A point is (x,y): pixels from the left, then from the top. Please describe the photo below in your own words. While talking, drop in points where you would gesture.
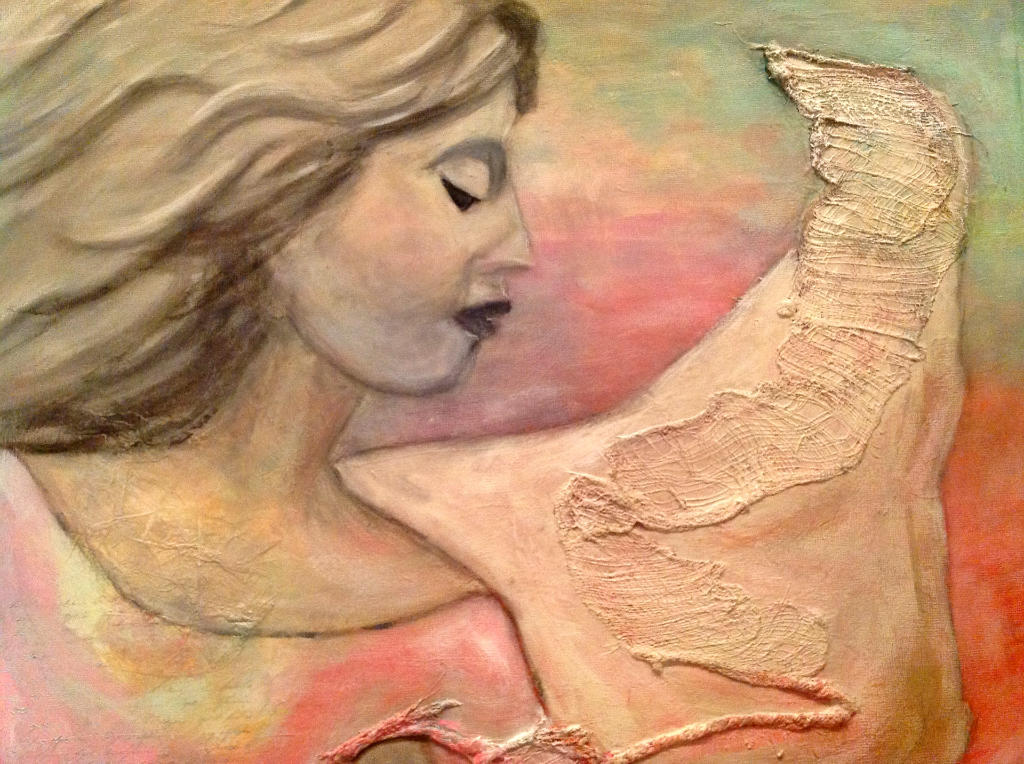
In this picture we can see a painting (132,464) of a woman (295,550) on an object (671,467).
